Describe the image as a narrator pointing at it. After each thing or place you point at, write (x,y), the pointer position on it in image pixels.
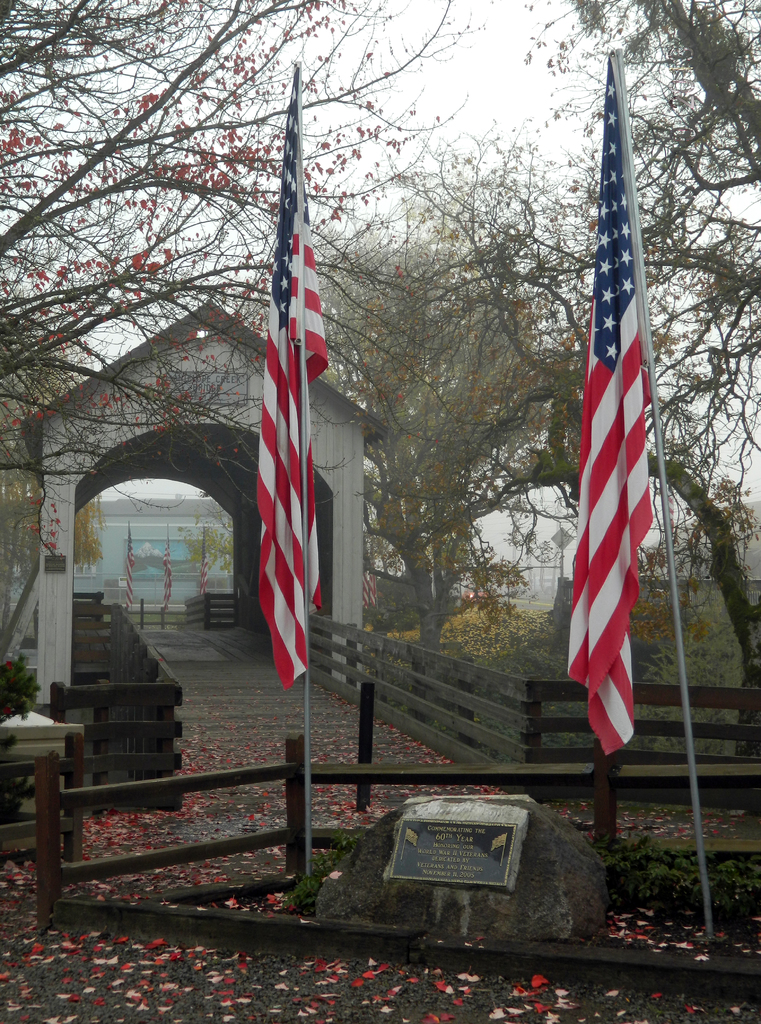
Here we can see two flags (281,292), two poles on the ground (361,818). We can see fence (136,705), bridge (260,715), name board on a stone (388,854), petals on the ground (67,1006) and bridge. In the background (477,6) there are buildings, poles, flags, trees (12,685) and sky (372,13).
